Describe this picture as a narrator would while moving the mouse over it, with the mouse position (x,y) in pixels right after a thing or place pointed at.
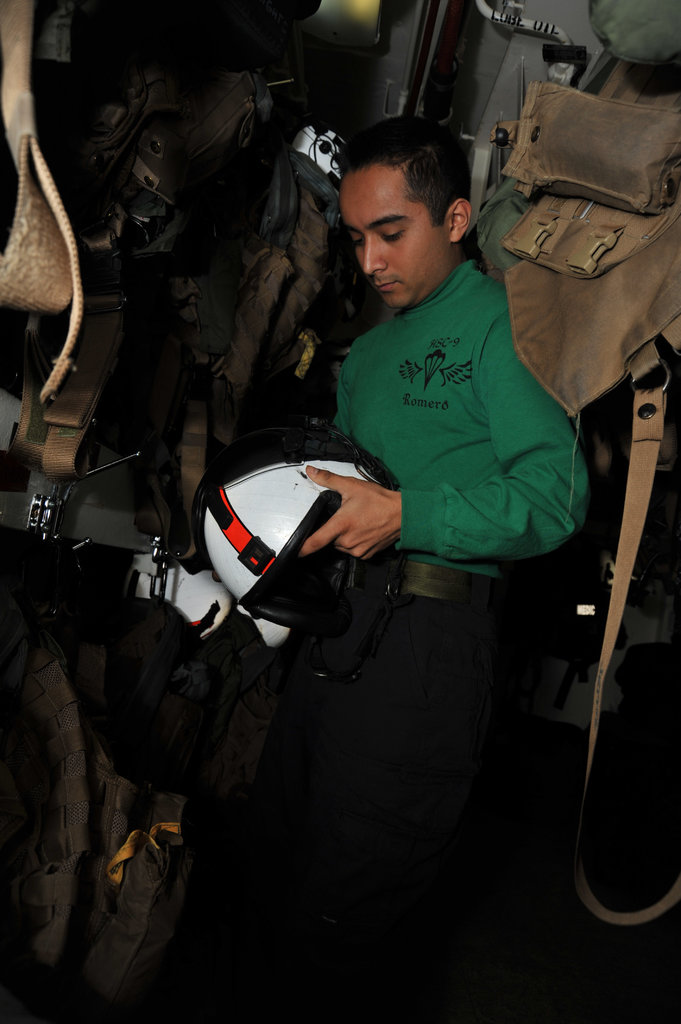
The picture consists of jackets (668,215) and we can see a person (348,511) holding helmet (283,507).
